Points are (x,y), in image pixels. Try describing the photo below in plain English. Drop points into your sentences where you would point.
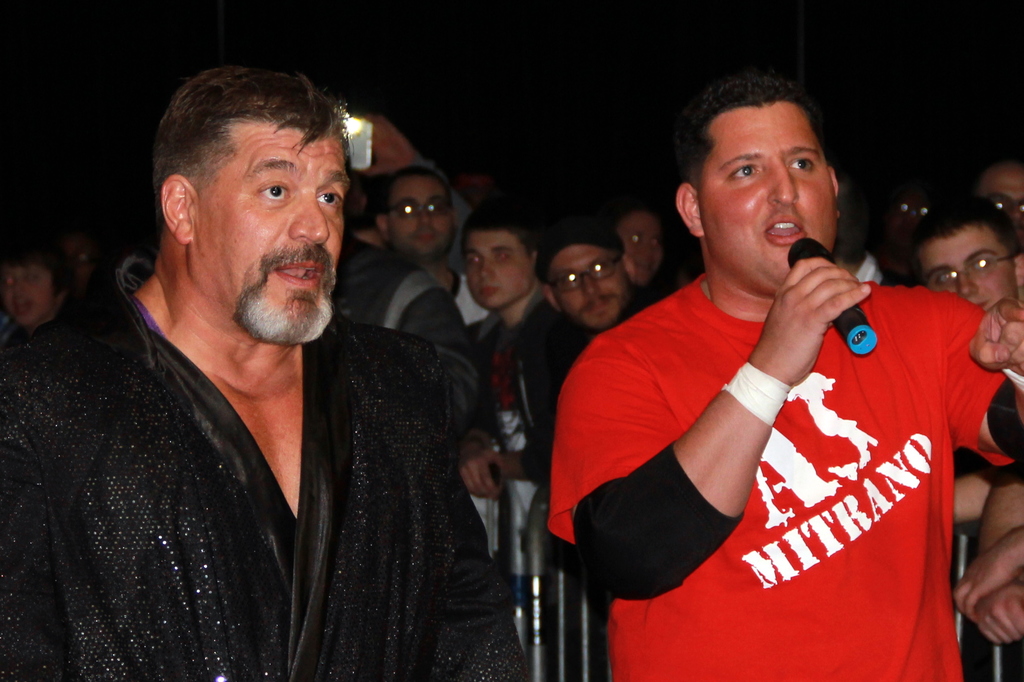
In this picture we can see a group of people (153,434) standing and a man (724,466) in the red t shirt (781,440) is holding a microphone (844,334) and another person (378,154) holding an object (349,148). In front of the people (512,460) there are barriers (535,603). Behind the people (434,193) there is a dark background (400,25).
